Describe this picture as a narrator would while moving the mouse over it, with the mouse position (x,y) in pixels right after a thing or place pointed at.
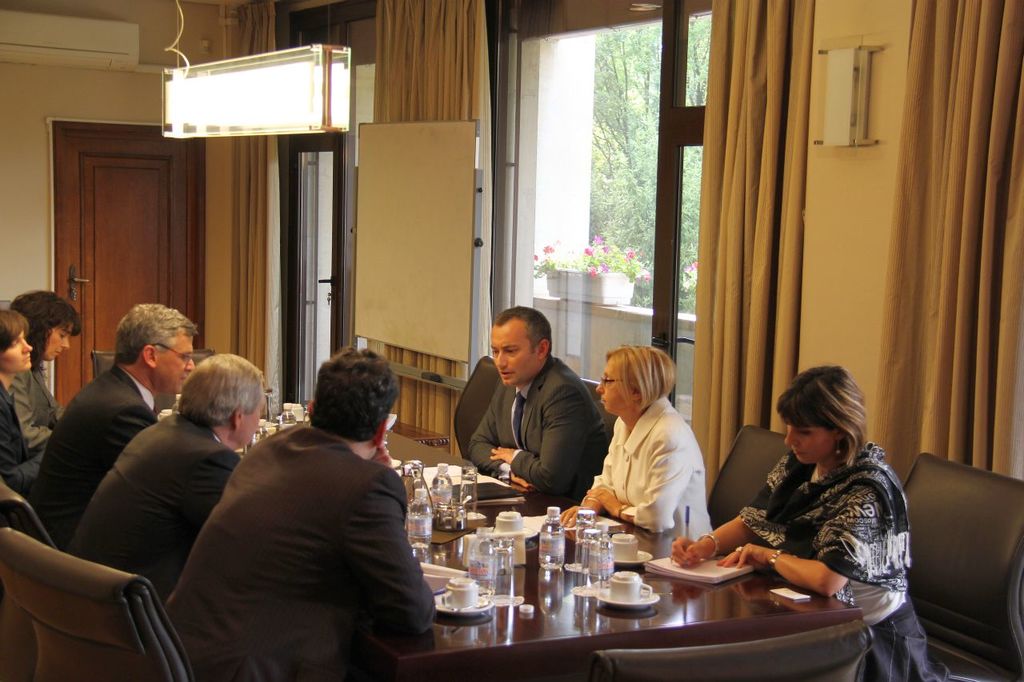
There are eight person (254,538) sitting on the chair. In front of them there is a table (502,638). On table (496,612) there is a cup (625,575), saucer (484,600), water bottle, glass (508,568) and a book (697,575). On the right side (703,542) the woman (690,550) is holding a pen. At the background (551,242) we can see a glass window (610,188) and a flower pot (610,269) and a tree (649,163). There is a curtain (910,220) and a light (280,104).
